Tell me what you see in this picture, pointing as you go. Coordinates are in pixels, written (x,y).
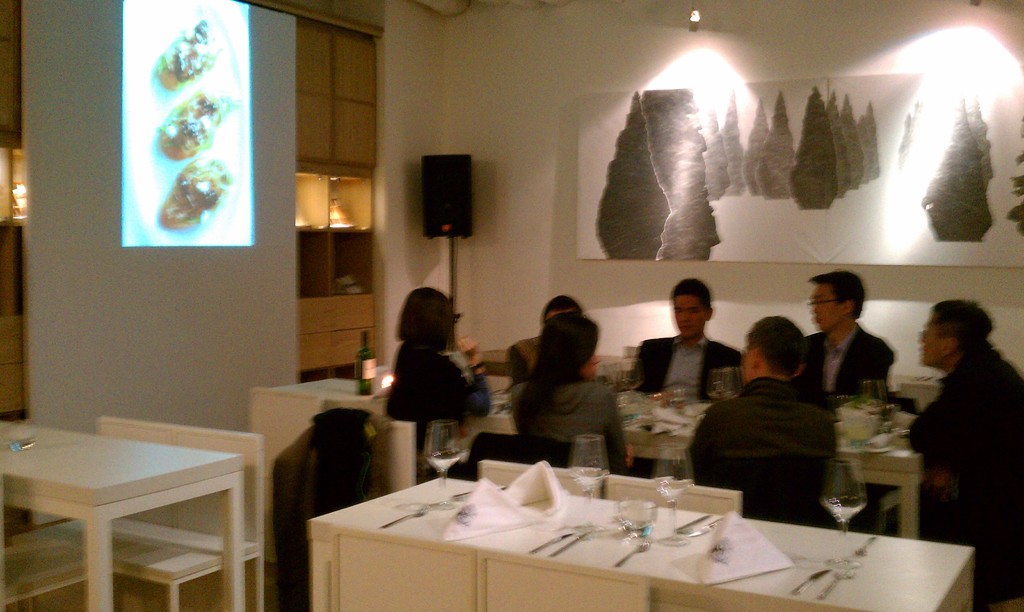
This image is clicked in a room (704,474). There are lights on the top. There is a screen (147,176) on the left side (190,192). There is a speaker (431,226) in the middle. There are so many tables (572,538) and chairs (651,497), on the tables (613,529) there are spoons (642,548), knives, glasses (630,504), napkins (528,478) and people (482,377) are sitting on chair (748,479) around the table (643,457).
